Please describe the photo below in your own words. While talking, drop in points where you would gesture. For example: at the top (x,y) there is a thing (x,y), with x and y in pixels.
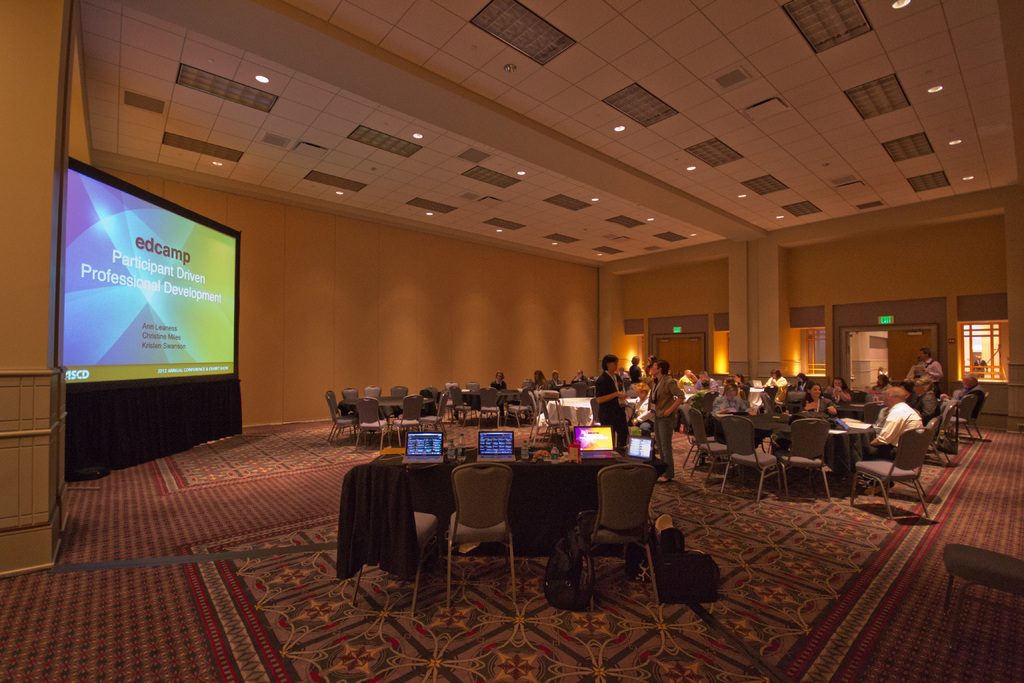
This image consists of a screen (131,342) on the left side (146,373). There are so many tables (583,505) and chairs (796,439) in the middle (486,391). On that table (585,458) there are laptops (641,459). People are sitting on chairs (735,420) or tables (390,476). There are lights (582,206) at the top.
